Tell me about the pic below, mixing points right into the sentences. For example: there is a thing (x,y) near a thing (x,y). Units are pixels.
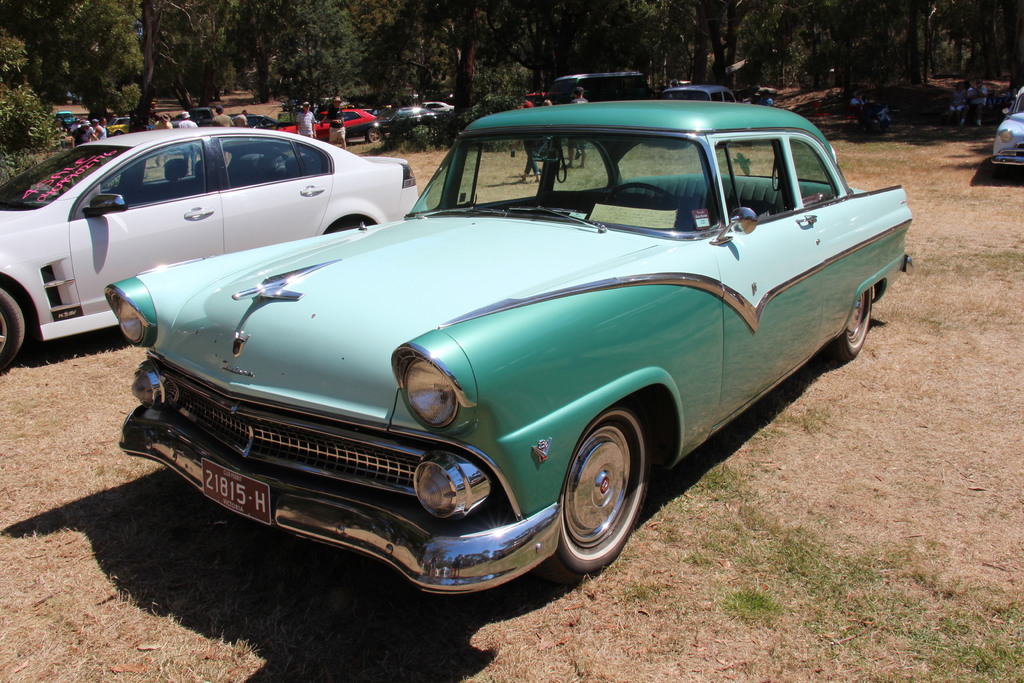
This picture is clicked outside. In the center (591,349) we can see the group of vehicles (845,215) seems to be parked on the ground (525,583) and we can see the group of persons (337,136). In the background (914,24) we can see the trees (472,62).
